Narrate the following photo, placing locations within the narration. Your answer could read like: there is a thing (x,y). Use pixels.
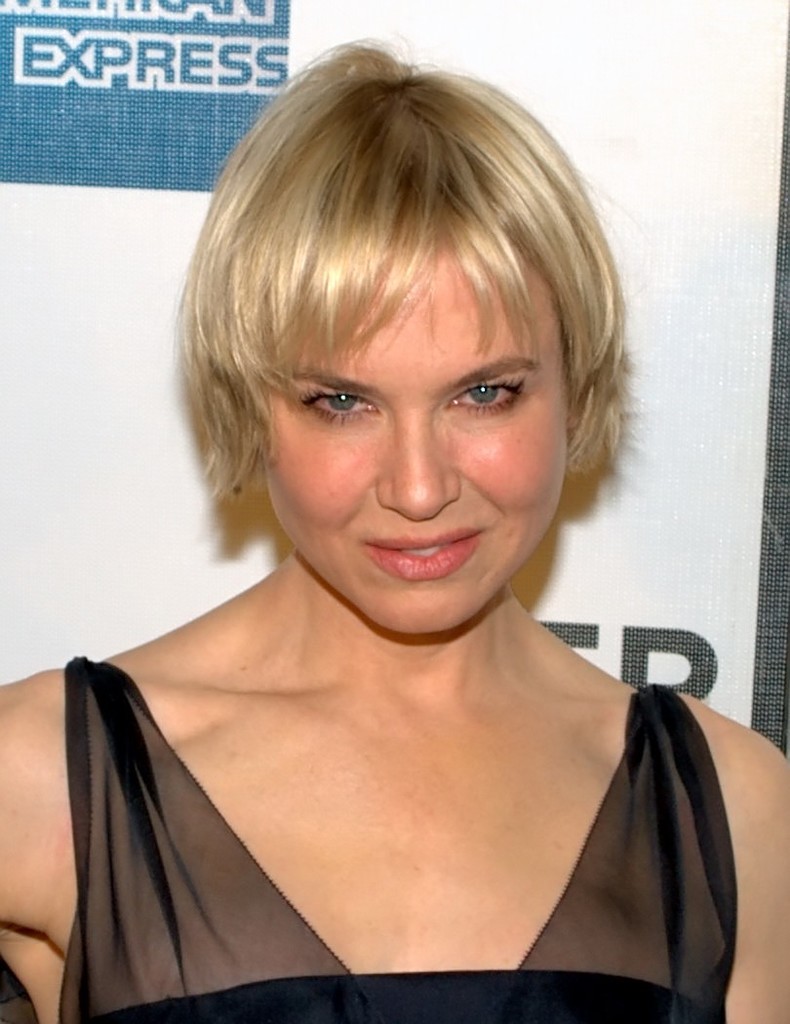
In front of the image there is a person (288,294). Behind her there is a banner (612,532) with some text (228,82) on it.
